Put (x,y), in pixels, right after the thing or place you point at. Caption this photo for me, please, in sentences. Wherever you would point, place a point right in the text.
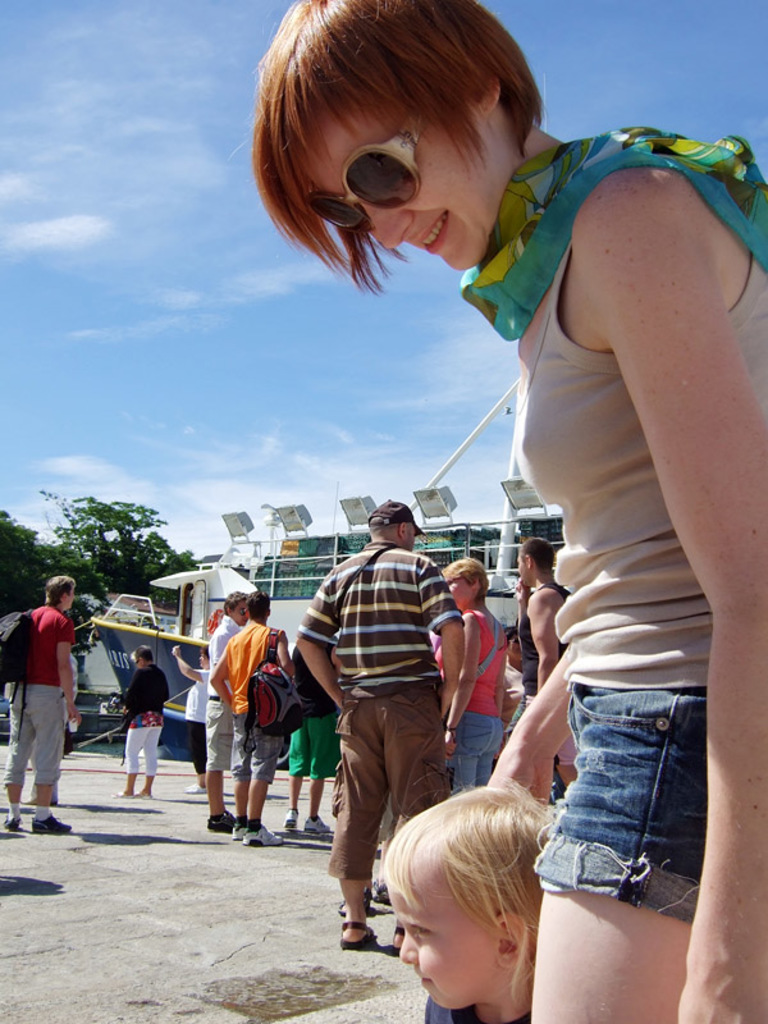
In the foreground (341,649), I can see a crowd (215,762) on the road (197,871). In the background (361,524), I can see buildings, lights (302,528), trees (102,563), vehicles (234,577) and the sky (304,283). This image taken, maybe during a day.
